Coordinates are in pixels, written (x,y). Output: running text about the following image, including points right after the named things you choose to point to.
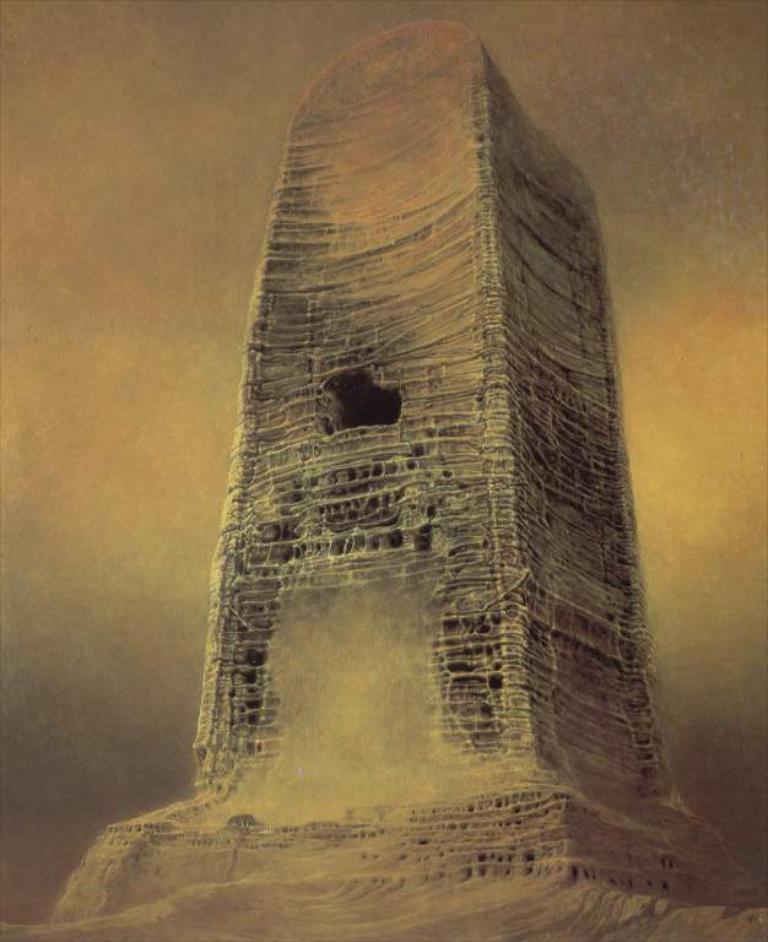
In this image I can see a painting (334,421) which is yellow, orange, black and grey in color in which I can see a huge object (460,843) which is black, orange and cream in color.
